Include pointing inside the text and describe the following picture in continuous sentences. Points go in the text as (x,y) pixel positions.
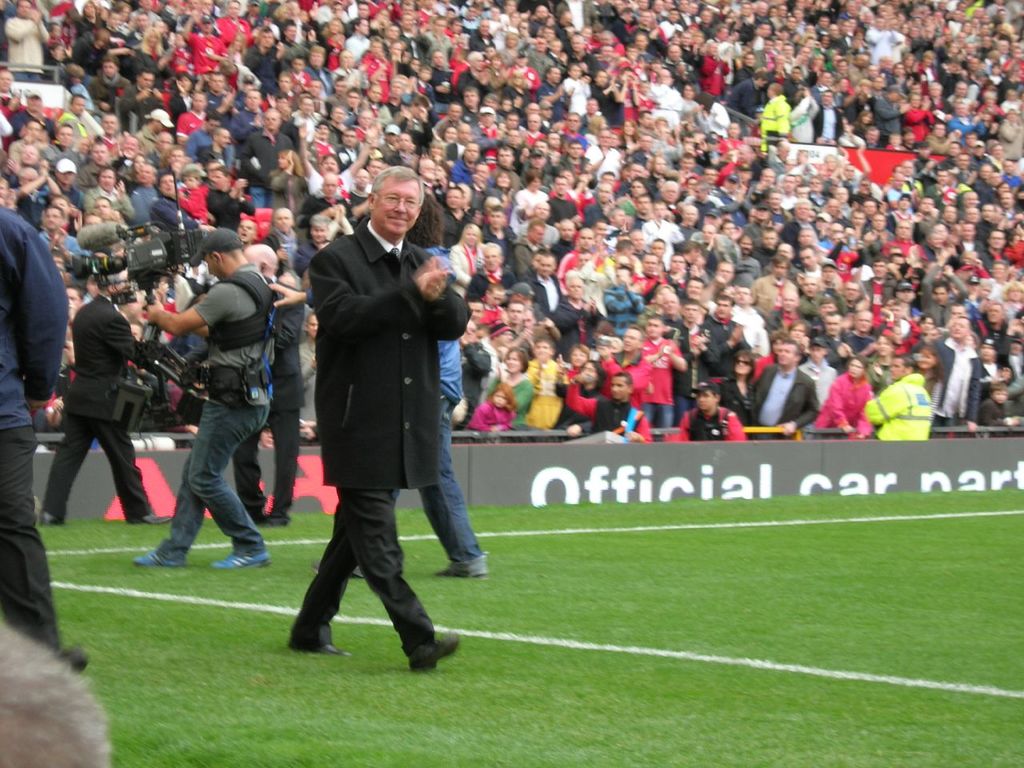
In the center of the image (377,344) we can see a man (405,605) walking and clapping his hands (428,267). In the background (979,247) there are people (350,202) sitting. On the left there is a man (30,483) standing. At the bottom (197,557) there is ground (604,718).
